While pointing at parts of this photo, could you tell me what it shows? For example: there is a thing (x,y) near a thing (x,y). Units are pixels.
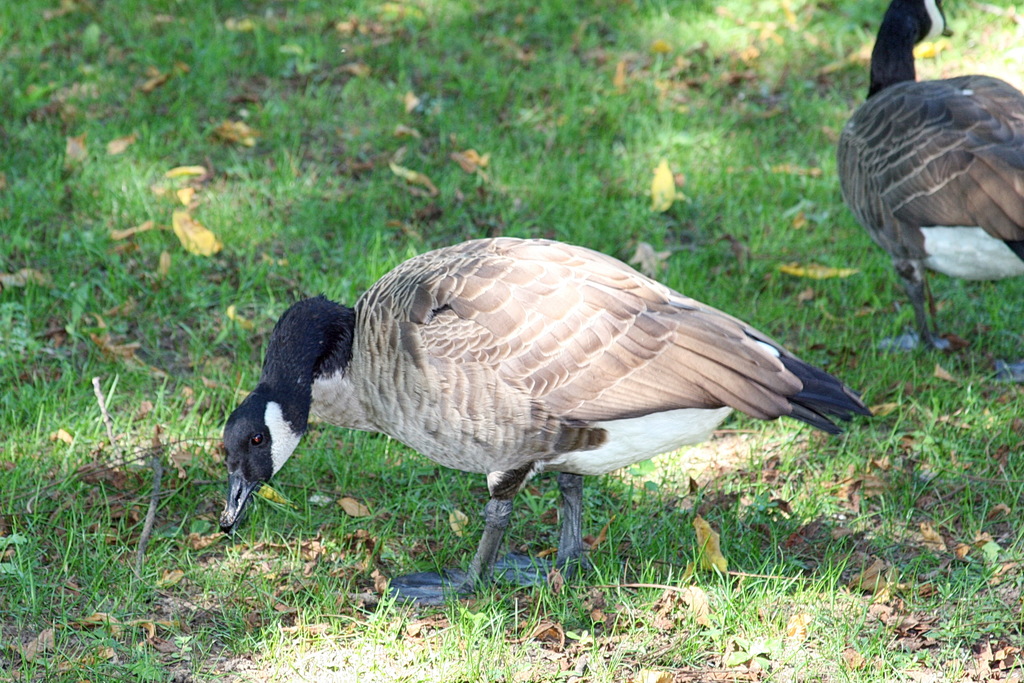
In this image we can see two birds (496,284) on the ground (741,505). We can also see some grass (770,485) and dried leaves (784,505).
